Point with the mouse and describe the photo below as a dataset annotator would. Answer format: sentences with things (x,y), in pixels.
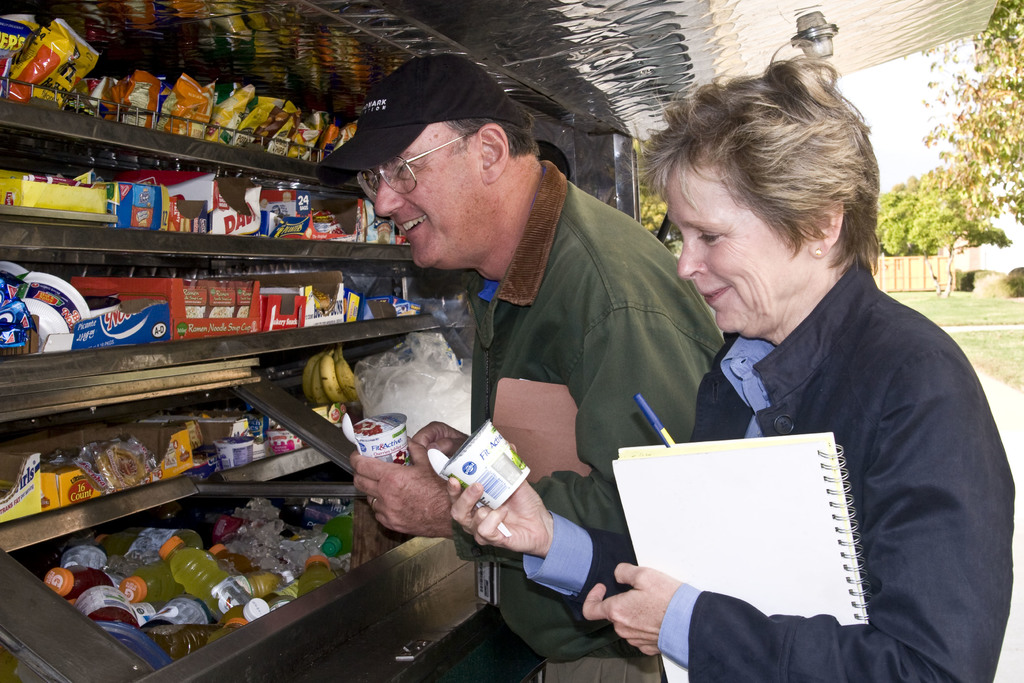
In this image, we can see a man (562,380) and woman (823,387) are holding some containers (501,479), spoons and objects (758,532). They are smiling. A man (530,220) is wearing a cap (423,102) and glasses (402,182). Here we can see iron rack (365,644). So many objects (131,479) and things (181,547) are placed on the racks (151,488). Top of the image (754,49), we can see iron sheet (766,52). Background (986,282) there are so many trees (938,195), grass (947,309), plants (969,283) and wall (906,276).
